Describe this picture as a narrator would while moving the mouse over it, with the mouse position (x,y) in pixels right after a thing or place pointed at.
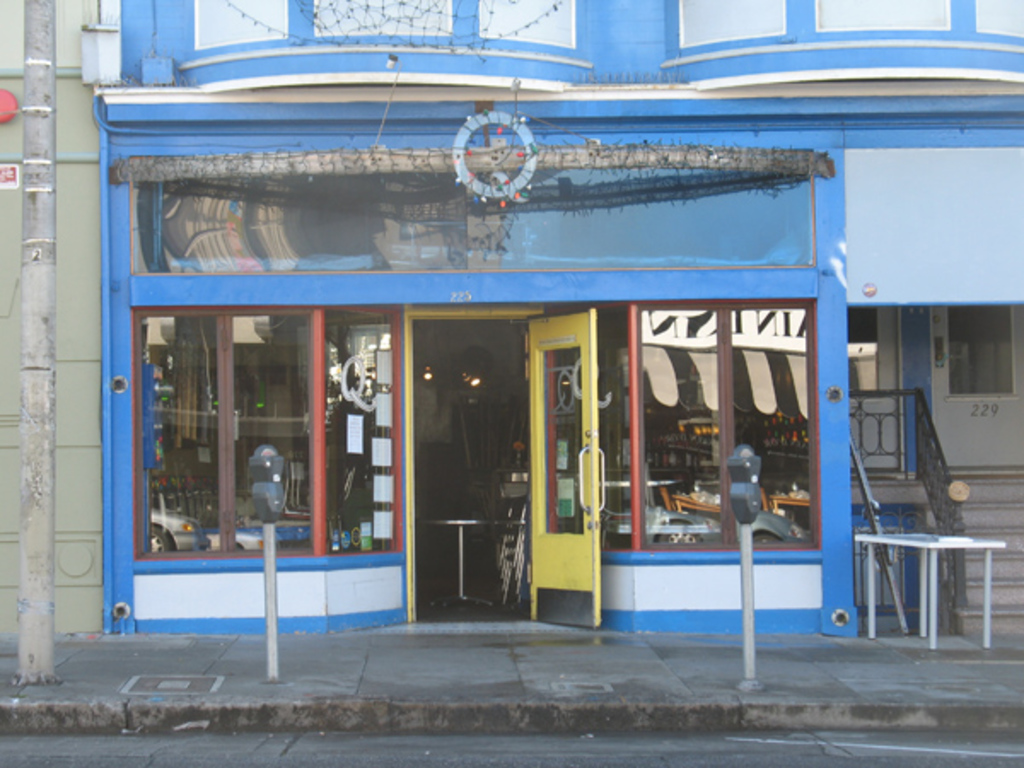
In this image we can see a building (466,296) with lights (713,159), windows (306,381), glass (300,474), door (544,521) and stairs (933,484). There is a table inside the building (436,554). We can also see a pole (54,479), pathway (212,655), manhole lid (178,682), table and poles (749,608) on the footpath (565,661).
